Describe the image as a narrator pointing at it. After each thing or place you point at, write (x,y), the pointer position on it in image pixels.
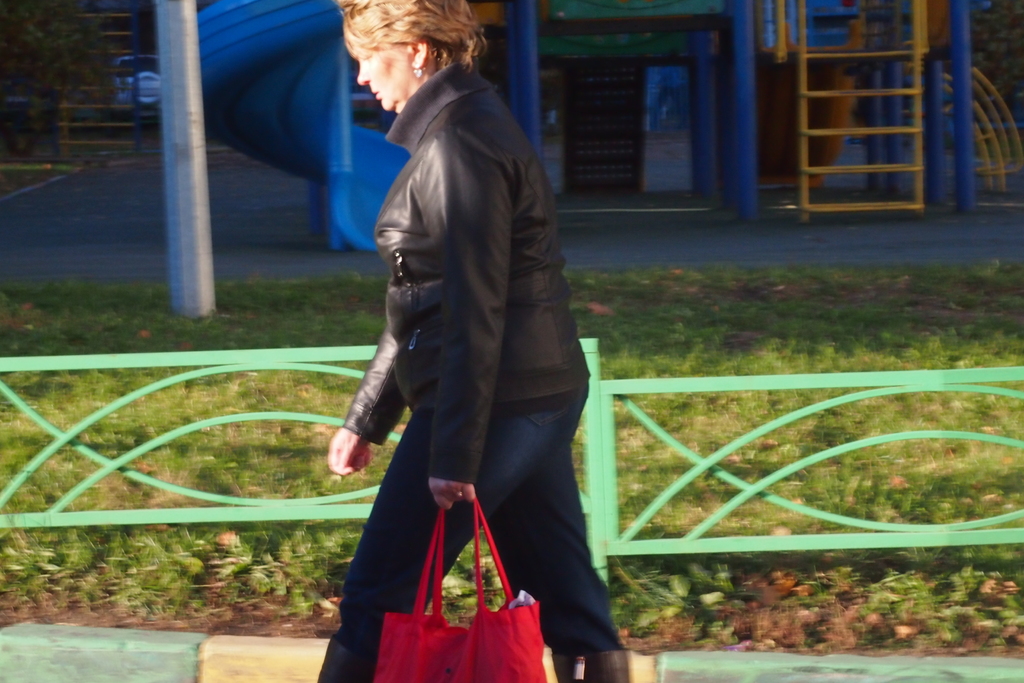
As we can see in the image there is a grass (778,335), playground (803,96), women (460,153) wearing black color dress (485,245) and holding red color handbag (470,638).
